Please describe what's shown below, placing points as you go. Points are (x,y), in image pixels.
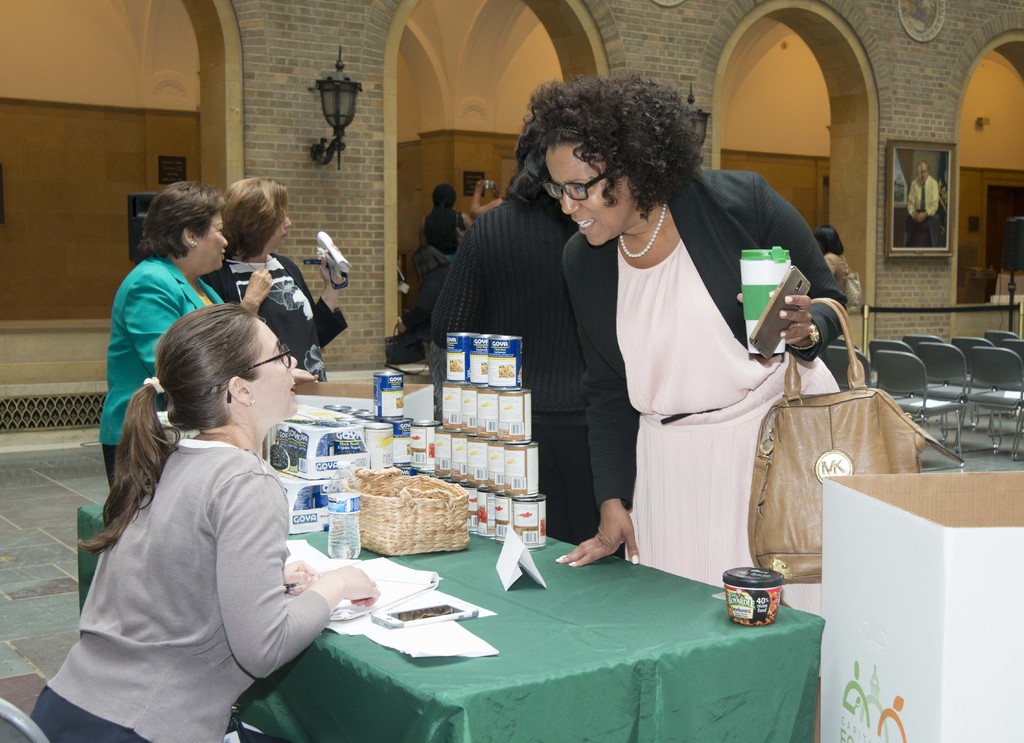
In this picture we can see some people (320,309) where this woman (687,235) is standing holding mobile (766,318), bag (785,417), bottle (756,303) in her hand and asking something to this woman (150,571) sitting on chair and in front of them there is table (680,586) and on table (320,533) we can see bottle (354,507), basket (400,530), papers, box (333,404) and beside to them we can see two woman (187,202) standing and in background (274,91) we can see wall (322,16) with frames (923,184), chairs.
